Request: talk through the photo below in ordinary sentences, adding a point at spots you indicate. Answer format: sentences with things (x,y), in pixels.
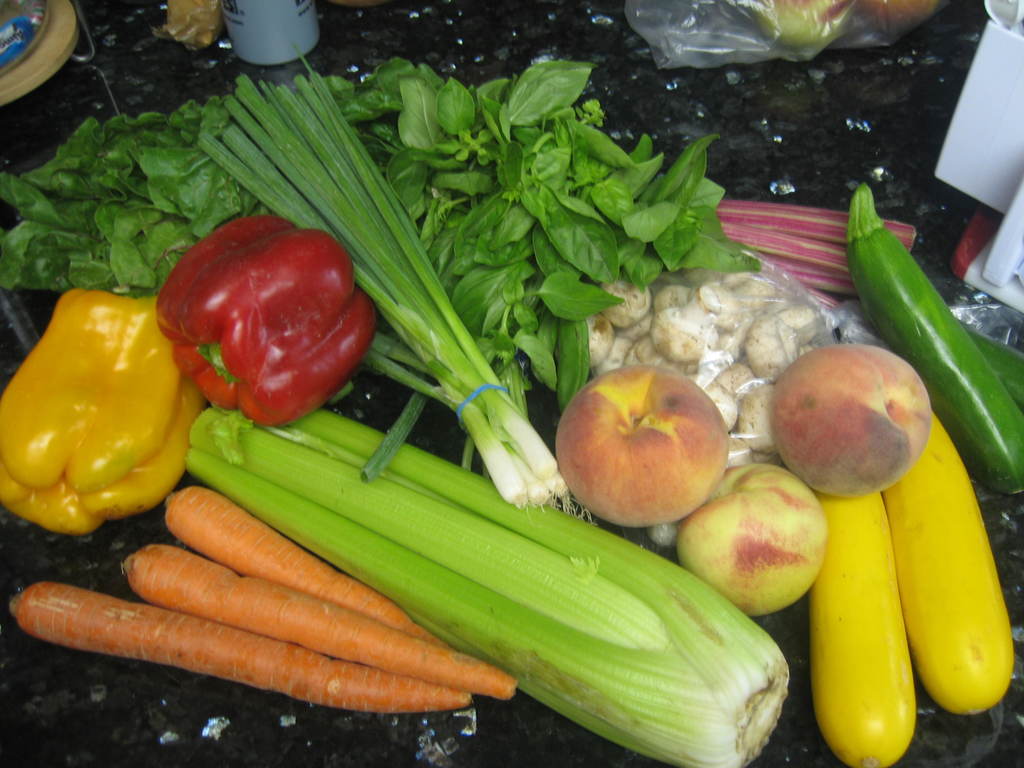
In this image there is a table (515,744) and we can see bell peppers (96,443), leafy vegetables (487,244), mushrooms (748,361), peaches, zucchini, squash (835,671), carrots (329,587), cover (699,22) and some objects (252,60) placed on the table (190,59).
